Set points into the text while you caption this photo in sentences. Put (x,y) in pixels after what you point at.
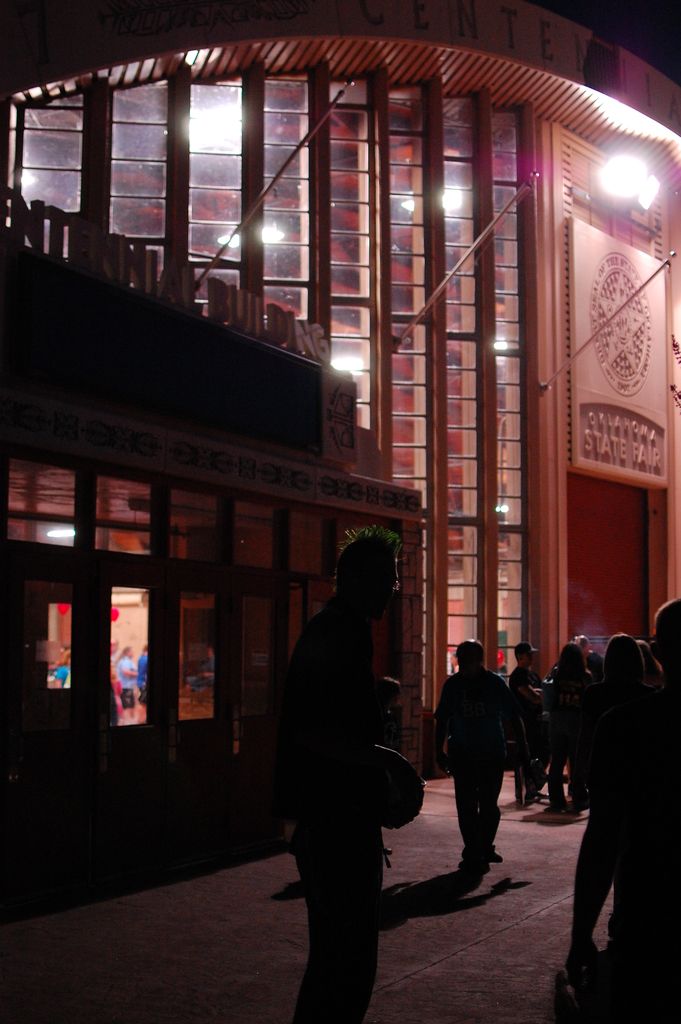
This image is taken outdoors. At the bottom of the image (269,902) there is a floor (258,879). On the right side of the image (654,774) a few people (378,861) are standing on the floor (433,968). In the background (436,389) there is a building (338,427) with walls (250,209), windows (460,583) and a roof (667,84). There are two boards (630,379) with text (250,295) on them and there is a light (620,171).
